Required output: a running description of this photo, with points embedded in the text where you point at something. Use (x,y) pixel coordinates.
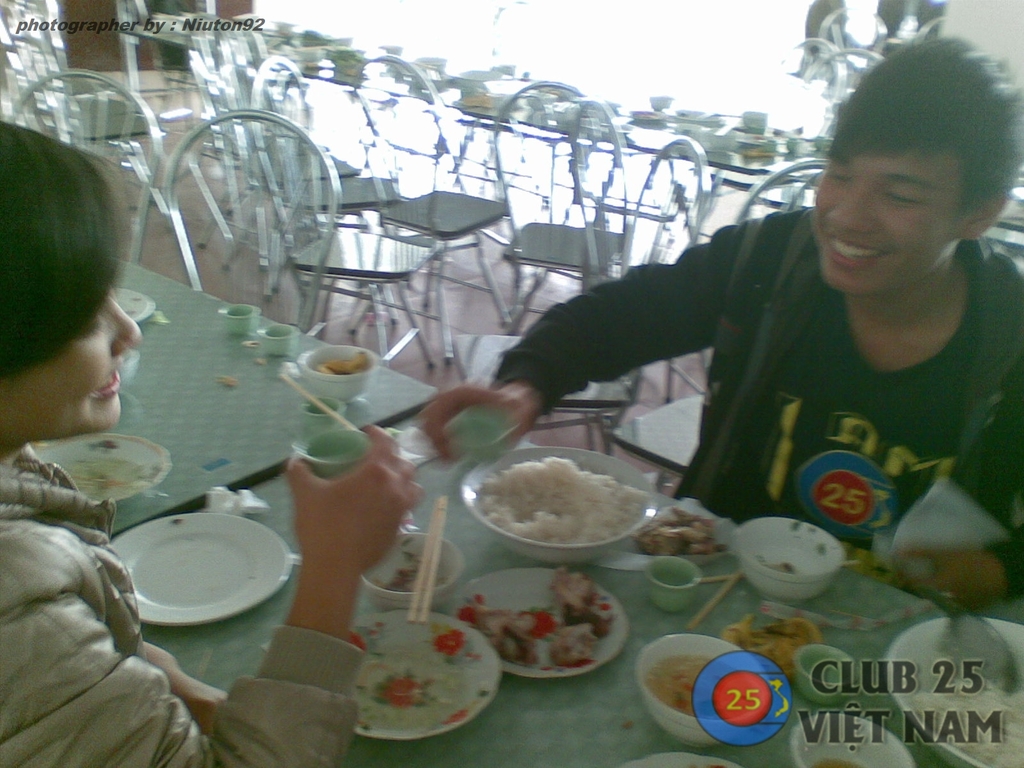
In this image there are two persons (44,324) sitting on the chairs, there are food items (998,756) on the plates (132,308) and in the bowls (824,570), chopsticks (726,579), cups (661,583), and some objects (904,650) on the tables (193,380), and in the background (294,188) there are chairs (688,246) and watermarks (825,735) on the image.
